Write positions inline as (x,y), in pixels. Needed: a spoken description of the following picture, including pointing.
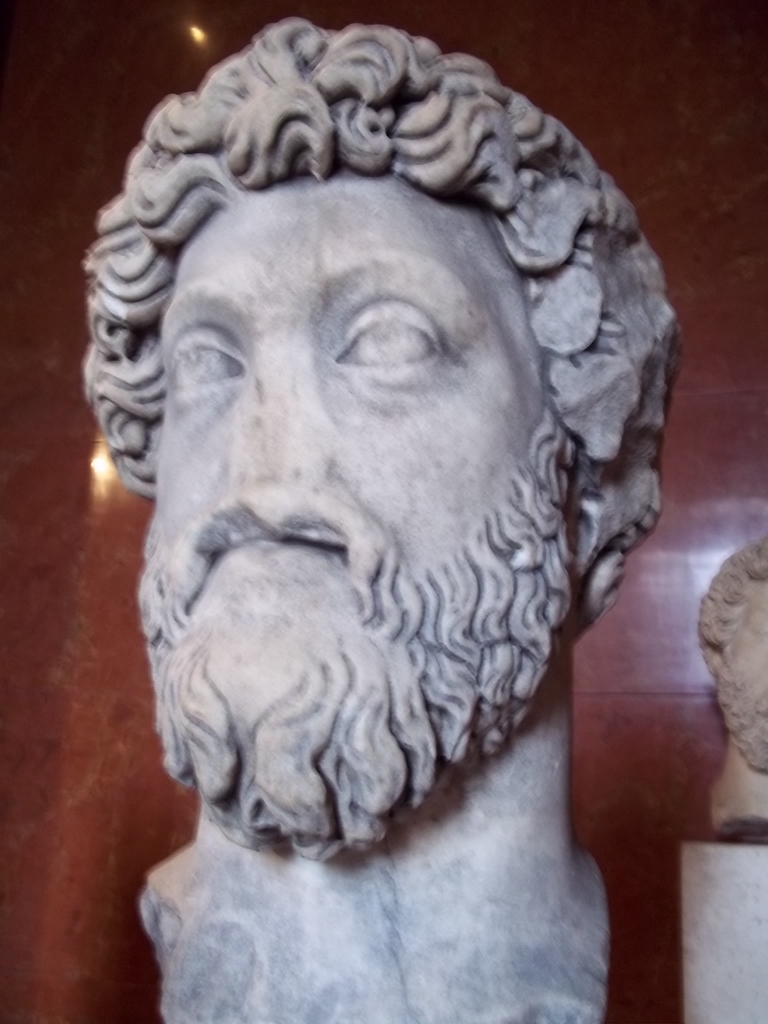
In this image, we can see a sculpture (410,707) in front of the wall (17,547). There is an another sculpture (700,638) on the right side of the image (725,627).
